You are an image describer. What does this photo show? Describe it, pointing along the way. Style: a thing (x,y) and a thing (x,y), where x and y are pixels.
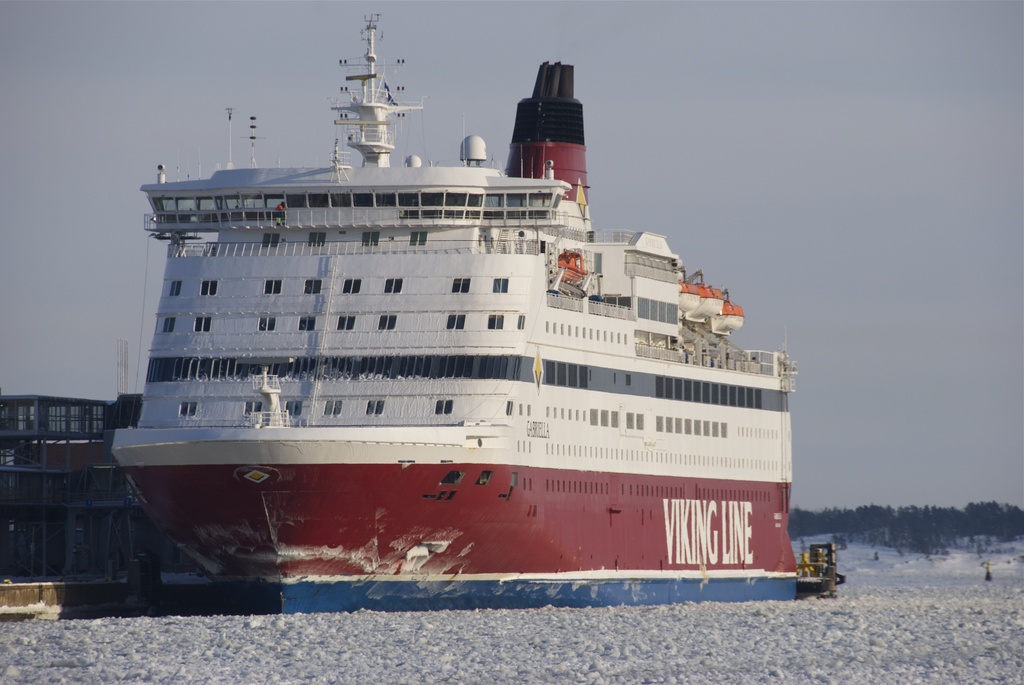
In the given image i can see a ship (617,367), water (965,575), trees (1005,525) and in the background (904,465) i can see the sky (492,110).
